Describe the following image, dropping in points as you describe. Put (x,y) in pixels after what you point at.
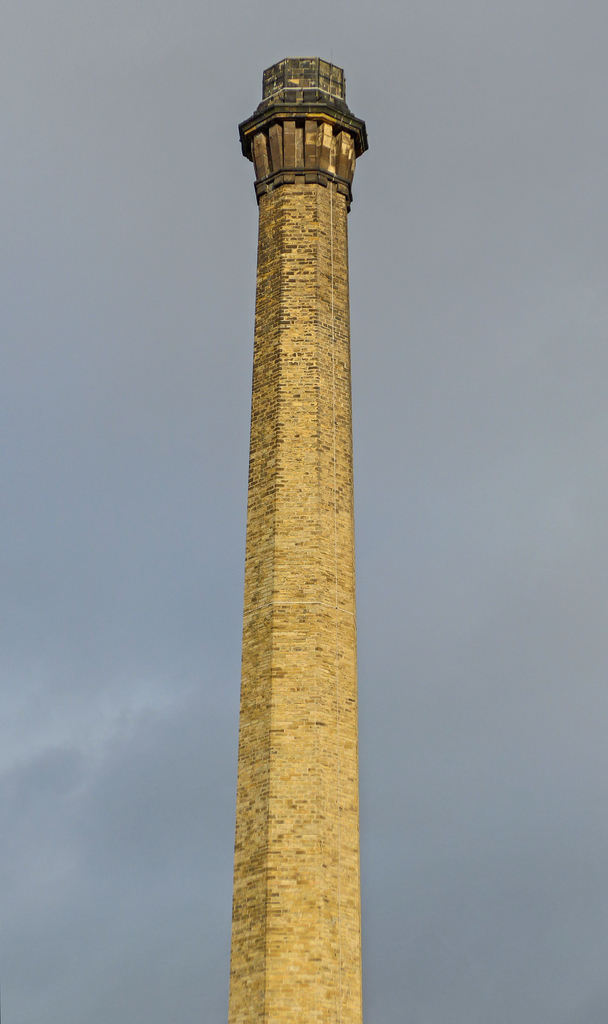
Here in this picture we can see a tower (324,161) present on the ground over there and we can also see clouds (153,601) in the sky (177,507).
